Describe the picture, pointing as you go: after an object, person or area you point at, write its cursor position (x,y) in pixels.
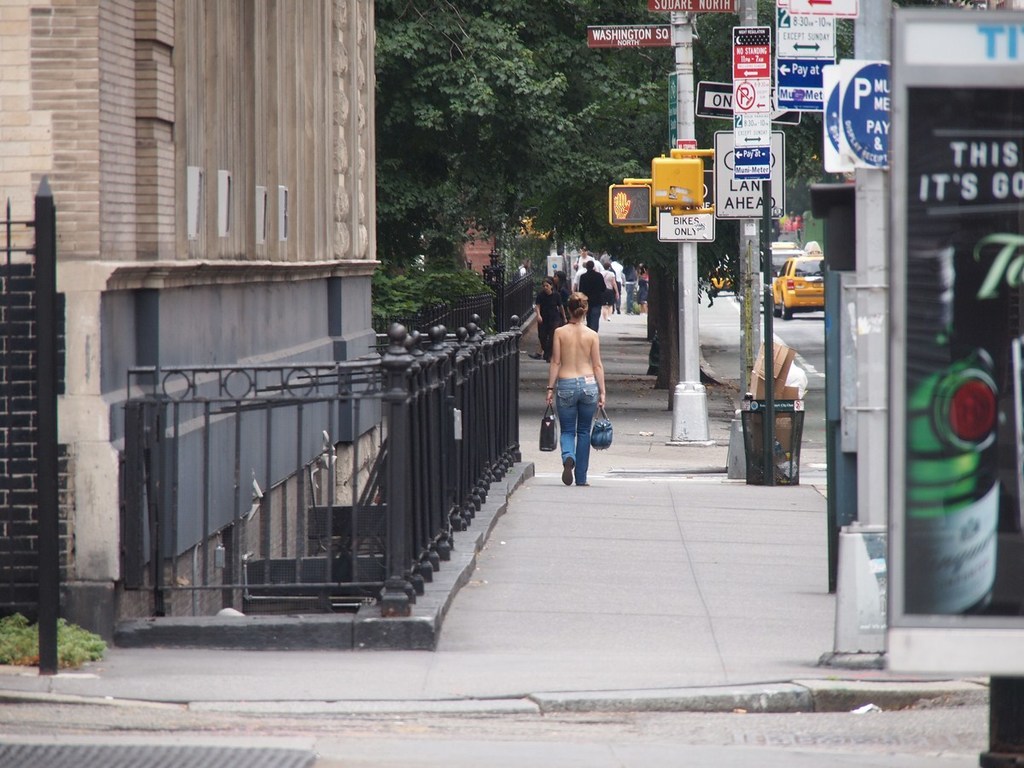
In this image I can see people (578,409) among them this woman (577,395) is holding some objects (598,436) in hands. Here I can see buildings (341,244), fence (436,423), poles (767,456) which has boards (724,148). I can also see vehicles (786,285) on the road (803,338) and trees (539,176).
